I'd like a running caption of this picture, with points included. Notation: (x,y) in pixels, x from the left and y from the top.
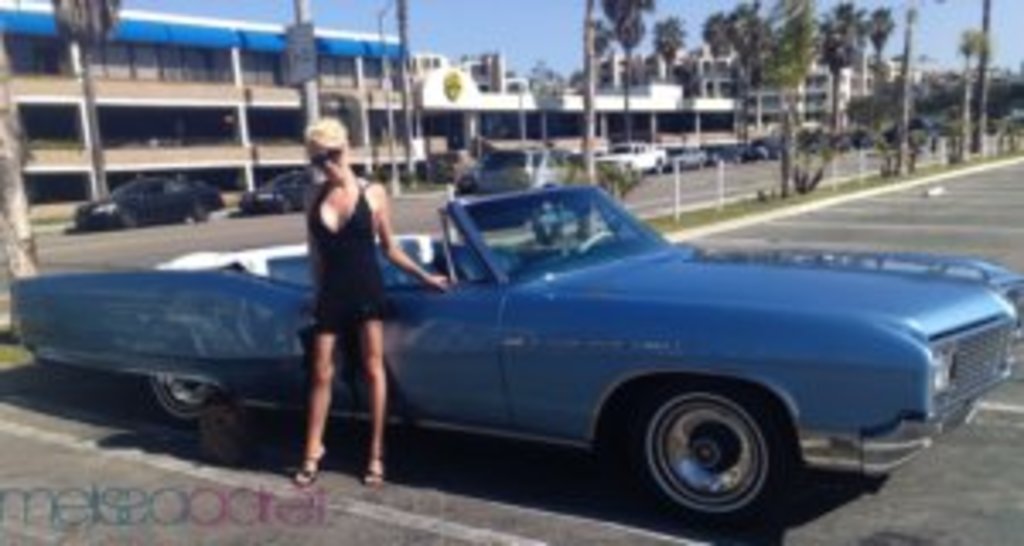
This image is taken outdoors. At the top of the image (494,21) there is a sky (514,28). At the bottom of the image (971,439) there is a road (303,528). In the middle of the image (569,224) a car (112,314) is parked on the road (541,515) and a woman (322,339) is standing on the road (305,224). In the background (575,104) there are many buildings (180,147), trees (768,37) and poles (592,118). A few cars (148,182) are parked on the road (707,169).
